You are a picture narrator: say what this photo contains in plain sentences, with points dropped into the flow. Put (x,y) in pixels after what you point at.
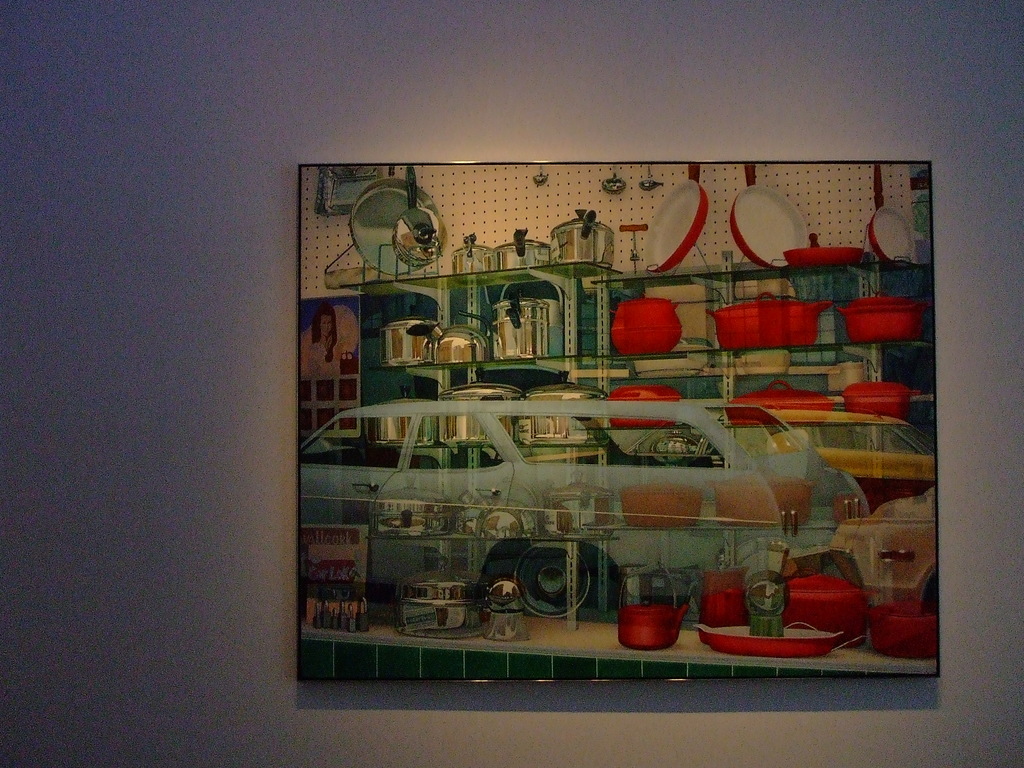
In this image I can see a board (462,386) which consists of some painting (582,338). This board (533,284) is attached to a wall (133,274).
